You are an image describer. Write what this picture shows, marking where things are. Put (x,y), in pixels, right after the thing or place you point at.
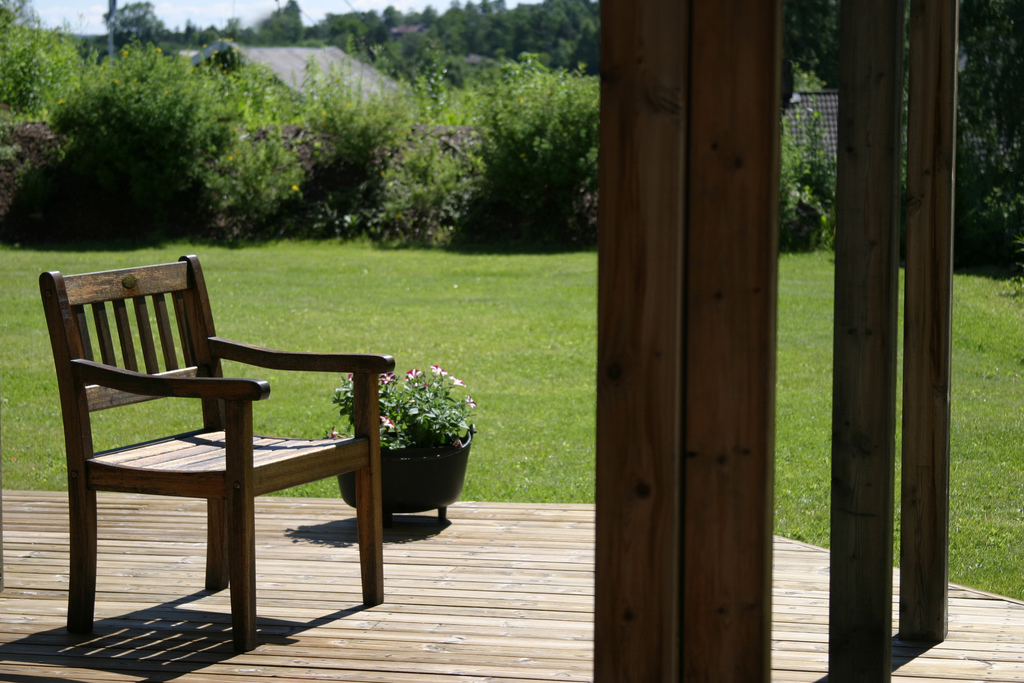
A wooden chair (124,334) is placed on a wooden floor (296,582) in veranda (481,577). There are some wooden pillars (847,405) beside it. There is plant pot (419,488) beside. There is a grass (496,456) on the ground (360,277). There are some plants (404,182) and house (294,78) in the background (302,91).
